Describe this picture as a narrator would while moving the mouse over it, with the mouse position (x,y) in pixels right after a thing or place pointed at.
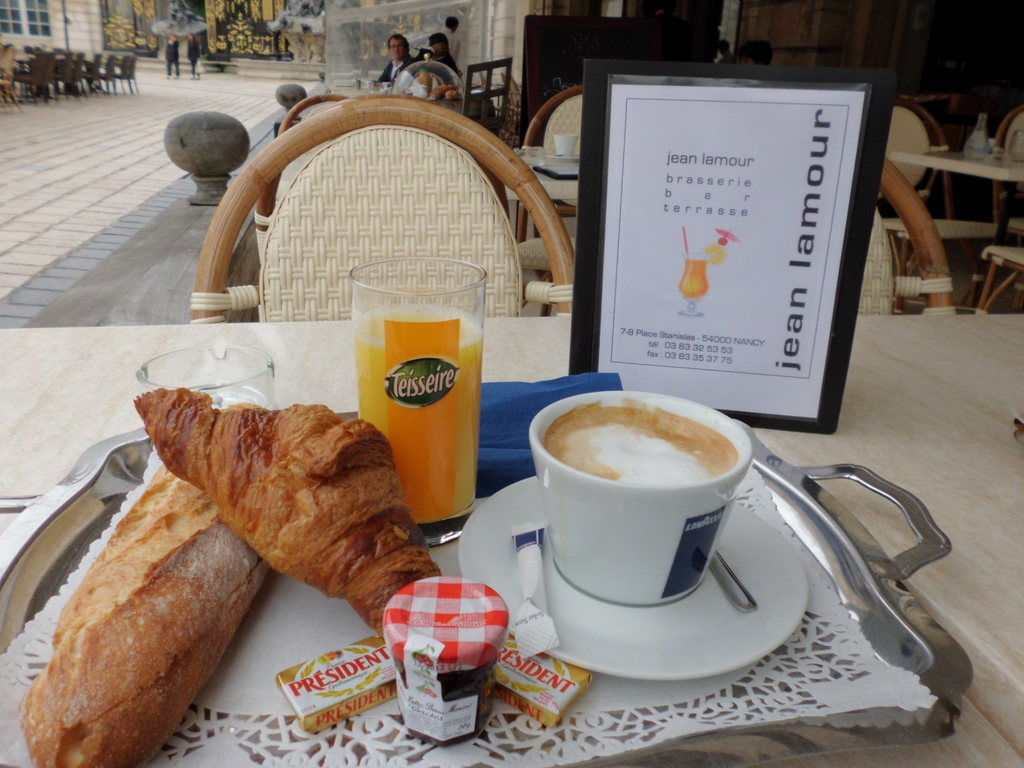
In the picture I can see few eatables (293,526), glass of drink (445,347) and a coffee (572,456) on the table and there is a chair (436,204) in front of it and there are few tables (958,167) and chairs (899,180) in the right corner (901,199) and there are few persons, chairs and buildings (99,33) in the left top corner (89,31).
